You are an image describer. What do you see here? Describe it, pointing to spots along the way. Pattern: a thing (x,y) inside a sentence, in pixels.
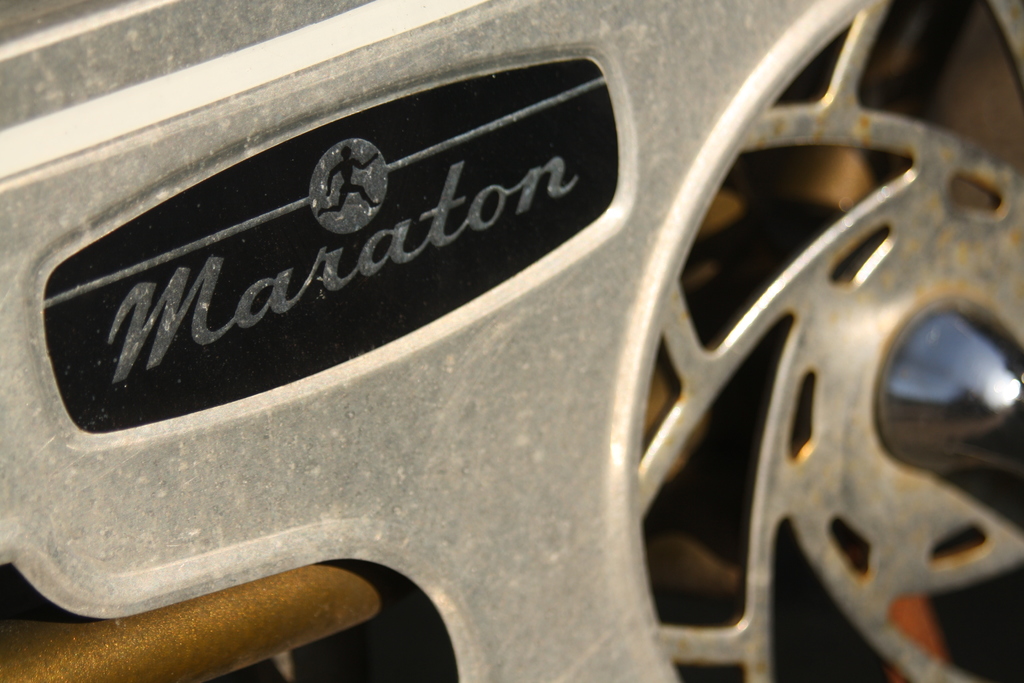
Here we can see metal object (573,67) and this metal object (322,140) we can see a person logo (319,216).
